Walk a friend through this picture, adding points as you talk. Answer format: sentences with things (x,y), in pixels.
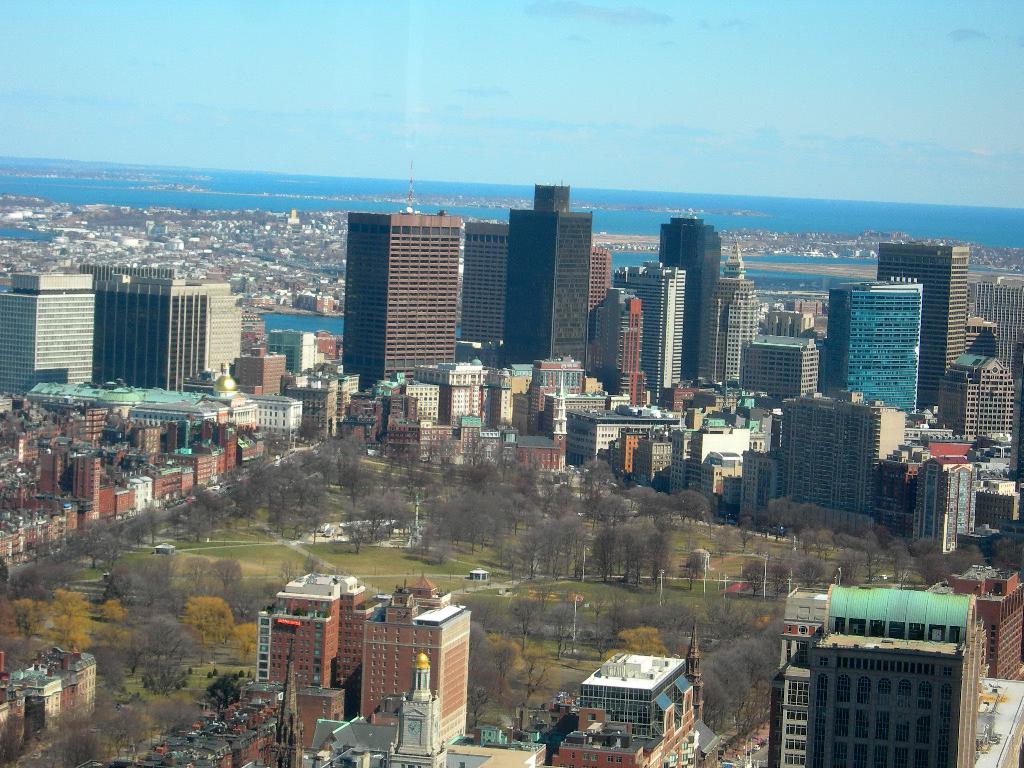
In the picture we can see many buildings (856,687) and a tower building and some gardens (360,551) and trees (173,601) and in the background (992,208) we can see water (833,231) and a sky (574,143).
